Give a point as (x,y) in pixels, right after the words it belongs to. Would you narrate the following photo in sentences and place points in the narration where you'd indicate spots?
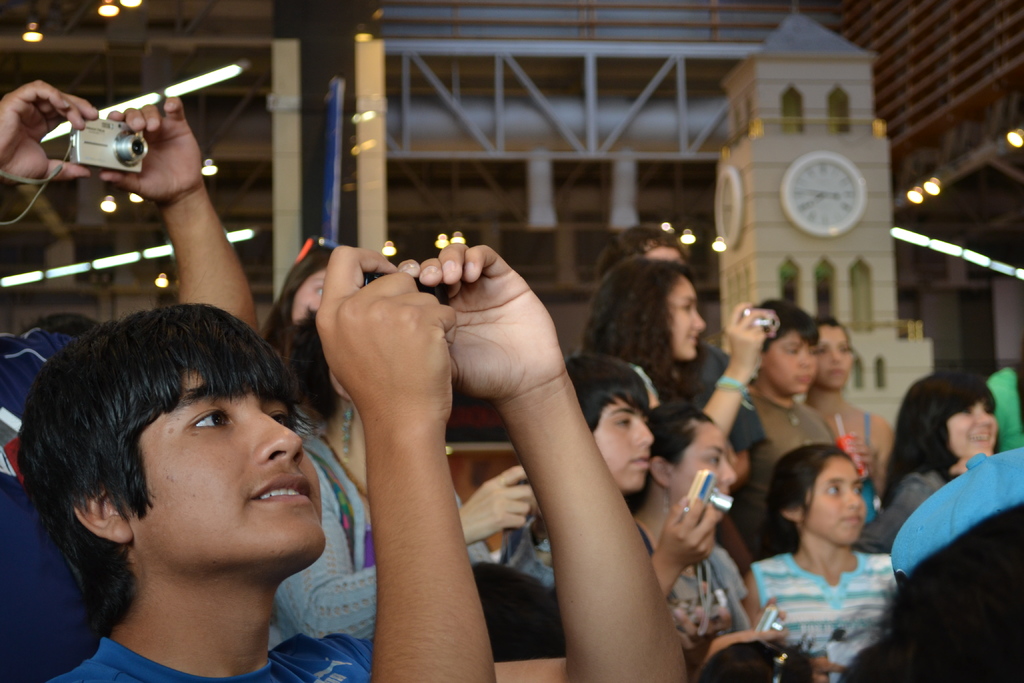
In this image there are a few kids (537,436) holding cameras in their hands (475,348) and clicking pictures, behind them there is a clock tower (729,157) and a metal structure (465,124).
